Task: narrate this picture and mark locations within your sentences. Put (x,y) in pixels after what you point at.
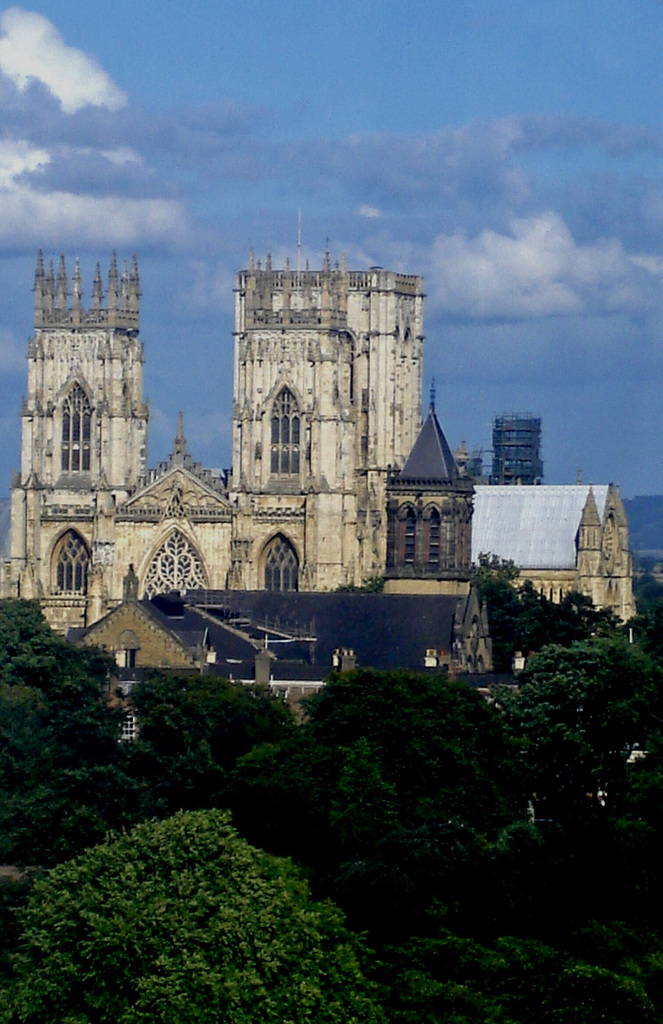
In this image there are buildings (325,574). In front of the buildings (314,491) there are trees (276,886). At the top (269,108) there is the sky (224,155).
